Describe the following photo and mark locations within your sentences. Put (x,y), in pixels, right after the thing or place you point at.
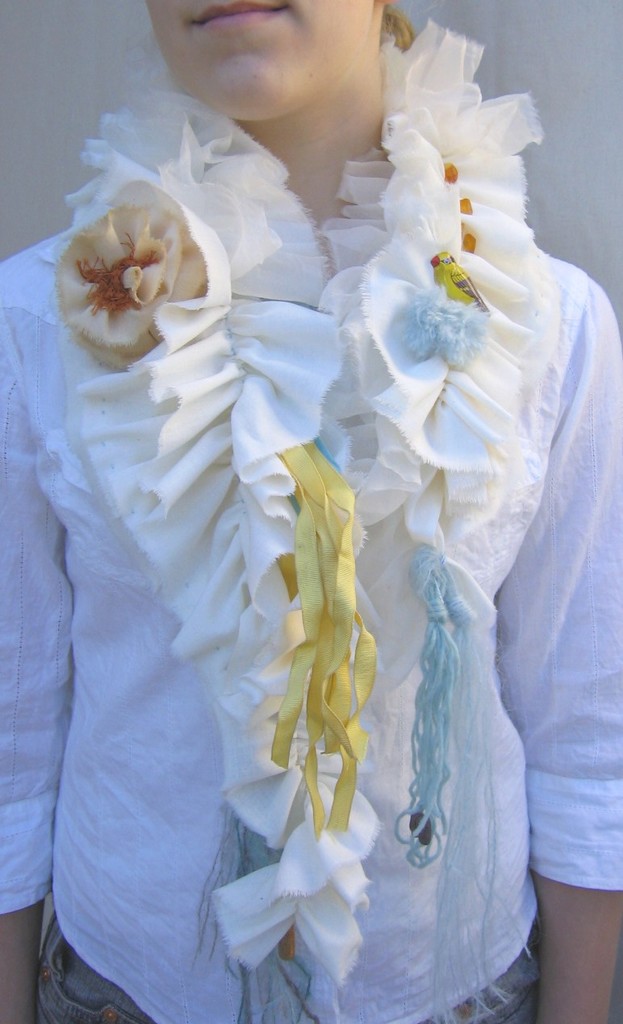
In this image there is a lady (316,455), she is wearing white color dress (391,927).
